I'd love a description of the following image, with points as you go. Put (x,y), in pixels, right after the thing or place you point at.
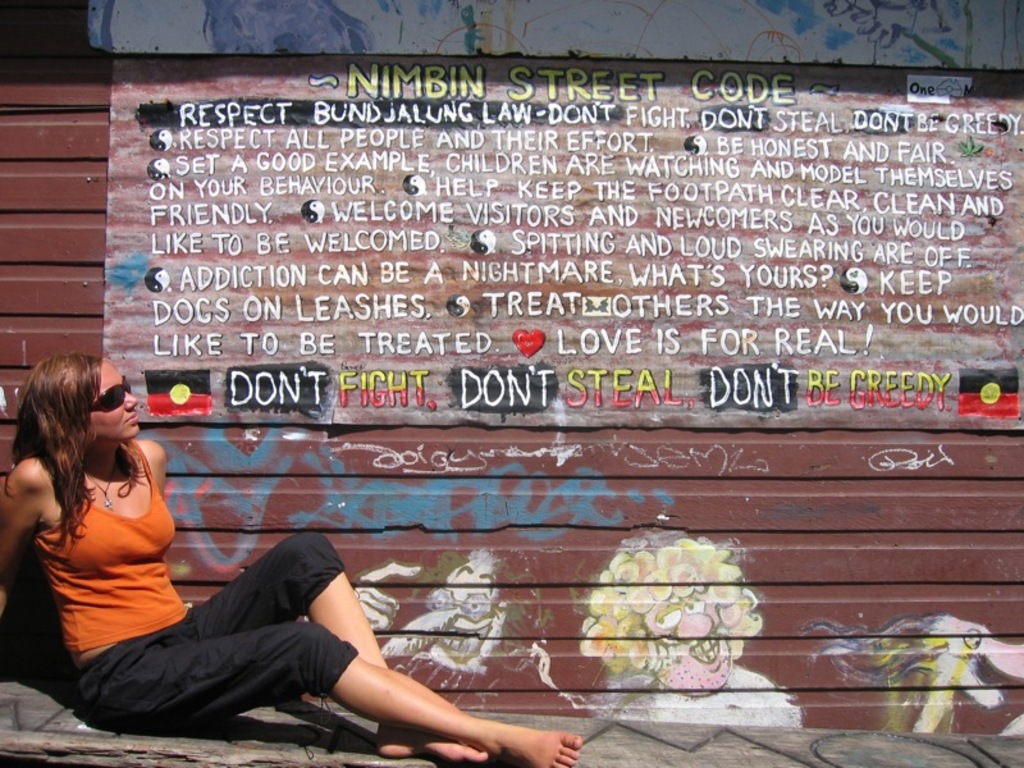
On the left side of the image (45,410) a lady (83,410) is sitting and wearing goggles (109,408). In the background of the image (475,198) we can see a wall (643,293). On wall (751,334) we can see graffiti (609,491) and some text (740,203) are there. At the bottom of the image (752,731) floor (737,740) is there.
